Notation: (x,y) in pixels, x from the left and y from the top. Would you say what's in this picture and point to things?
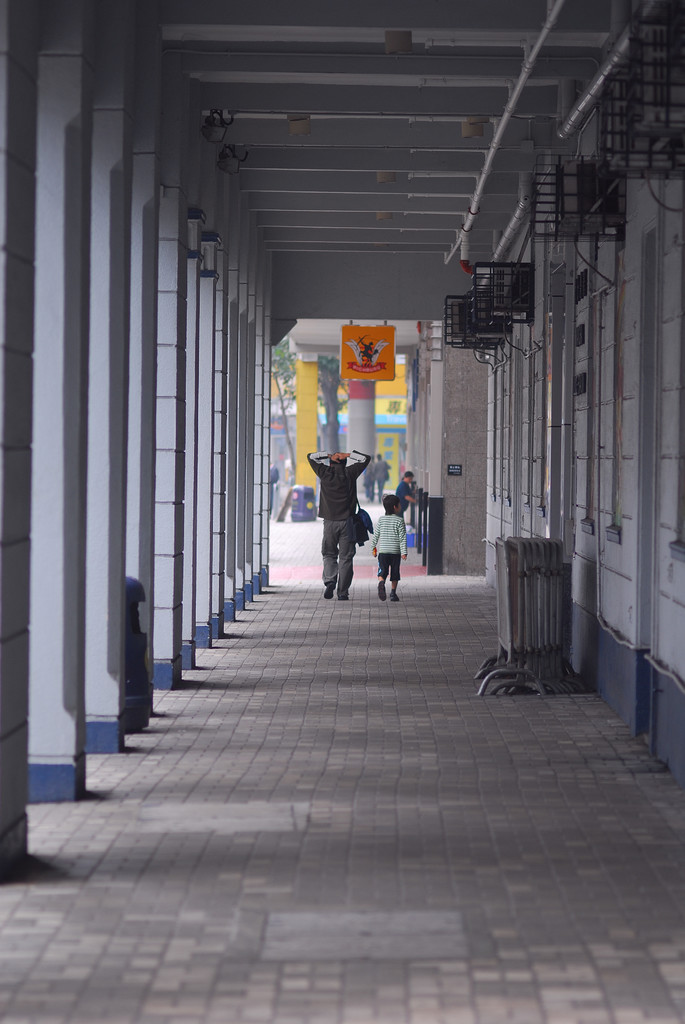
In this image there is a person (347,514) walking on the floor (383,635). He is carrying a bag (358,529). Beside him there is a boy (379,552) walking on the floor (372,609). There are people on the floor (361,617). Left side (140,383) there are pillars (145,357) attached to the roof (579,25). Right side (488,285) there are objects (581,283) attached to the wall (584,352). There are objects (536,667) on the floor (572,709). There are trees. Behind there is a building (317,421).
